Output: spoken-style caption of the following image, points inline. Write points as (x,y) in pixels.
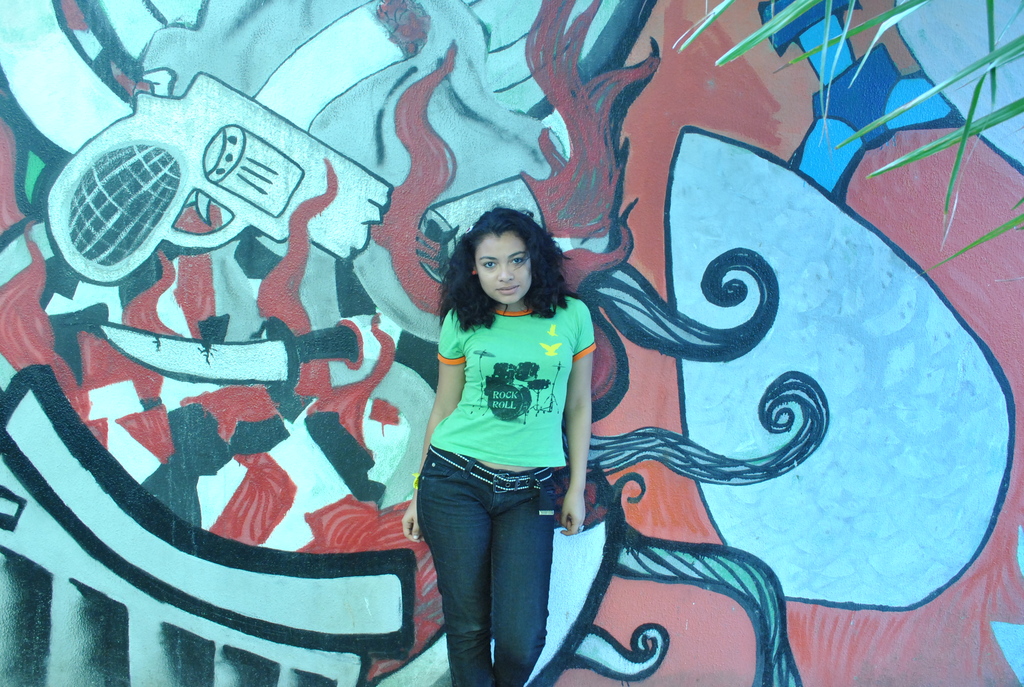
In the center of the image (463,383), we can see a lady (497,421) standing and in the background (202,230), there is a painting (789,187) on the wall (750,157) and we can see a tree (960,74).
